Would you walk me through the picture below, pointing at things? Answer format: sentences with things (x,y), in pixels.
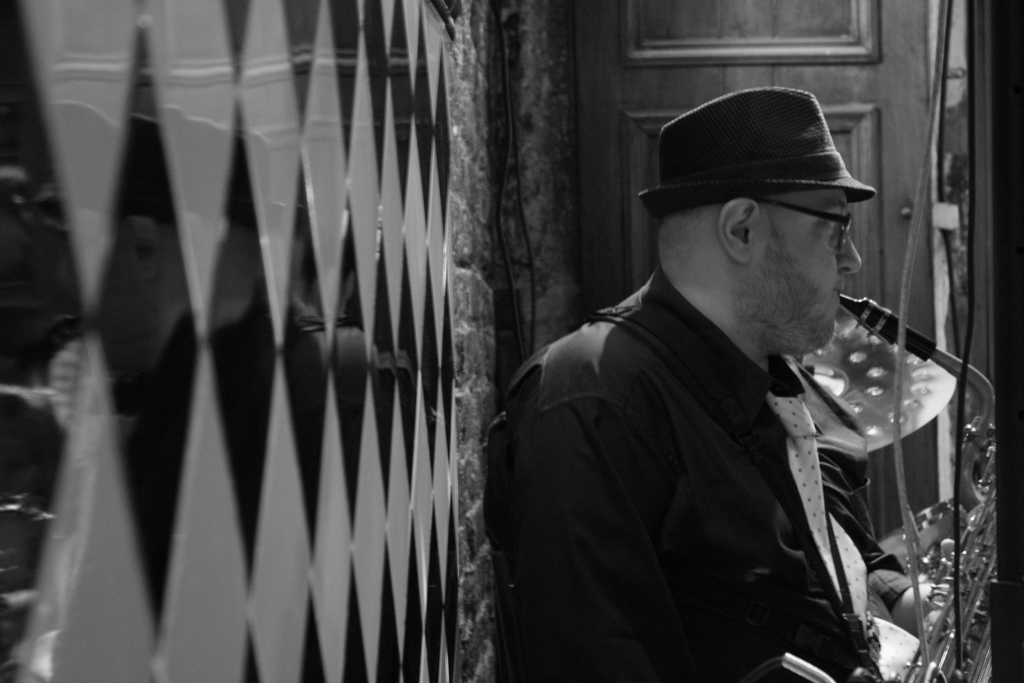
On the right side of the image (800,339) we can see a man (777,345) is holding a saxophone (875,316) and wearing a hat (799,157). On the left side of the image (233,366) wall (329,381) is there. At the top of the image (620,90) door (654,107) is present.
